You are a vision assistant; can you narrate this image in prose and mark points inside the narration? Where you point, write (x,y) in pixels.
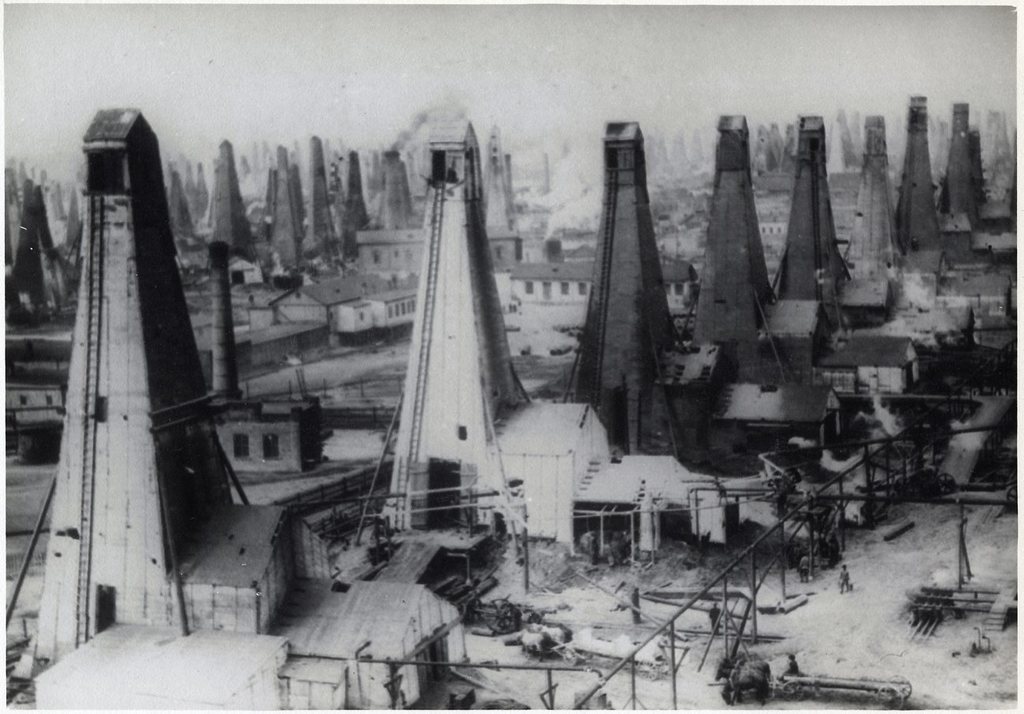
This picture is in black and white. In the picture, there are factories (556,497), poles (753,577) and people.
